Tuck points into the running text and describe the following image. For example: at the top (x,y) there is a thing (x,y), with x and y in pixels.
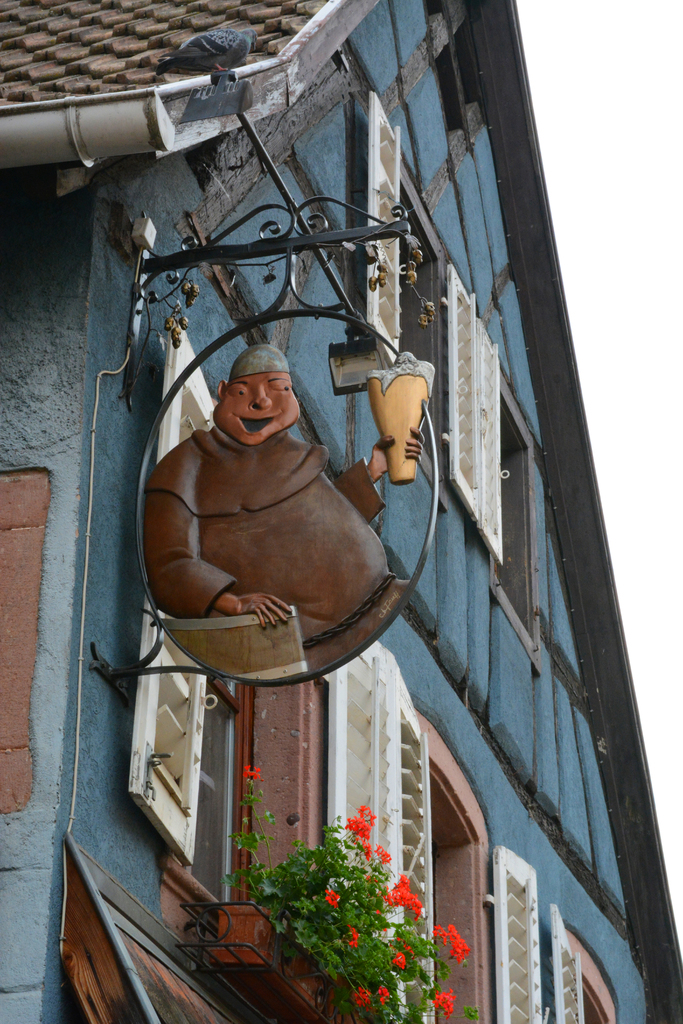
In this image we can see a house (425,758) with windows (225,738) and a roof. We can also see a decor (425,362) with a stand (142,527) and some plants (337,931) with flowers (408,947).
